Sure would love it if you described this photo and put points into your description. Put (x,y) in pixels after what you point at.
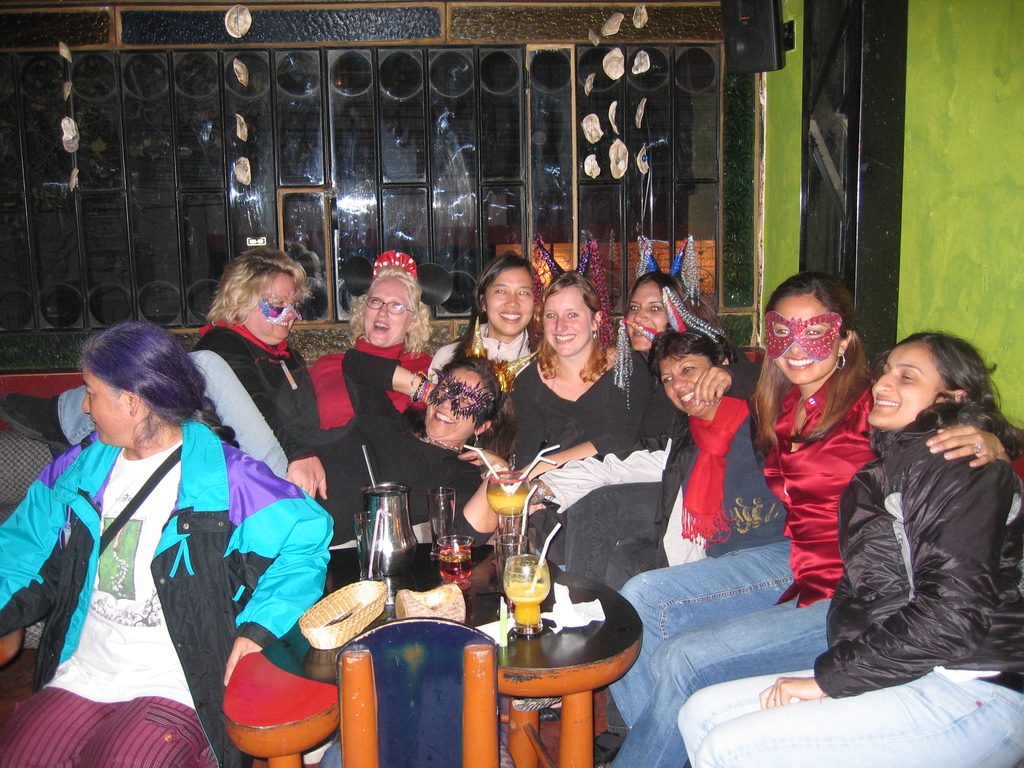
This picture is clicked inside. In the center (604,505) there is a wooden table (498,652) on the top of which glasses (508,492) of drinks (532,625) and some other items (457,616) are placed and we can see the group of women (347,479) smiling and sitting on the couch (1,474). In the background (709,106) we can see the wall (791,102) and some other items (474,147).
